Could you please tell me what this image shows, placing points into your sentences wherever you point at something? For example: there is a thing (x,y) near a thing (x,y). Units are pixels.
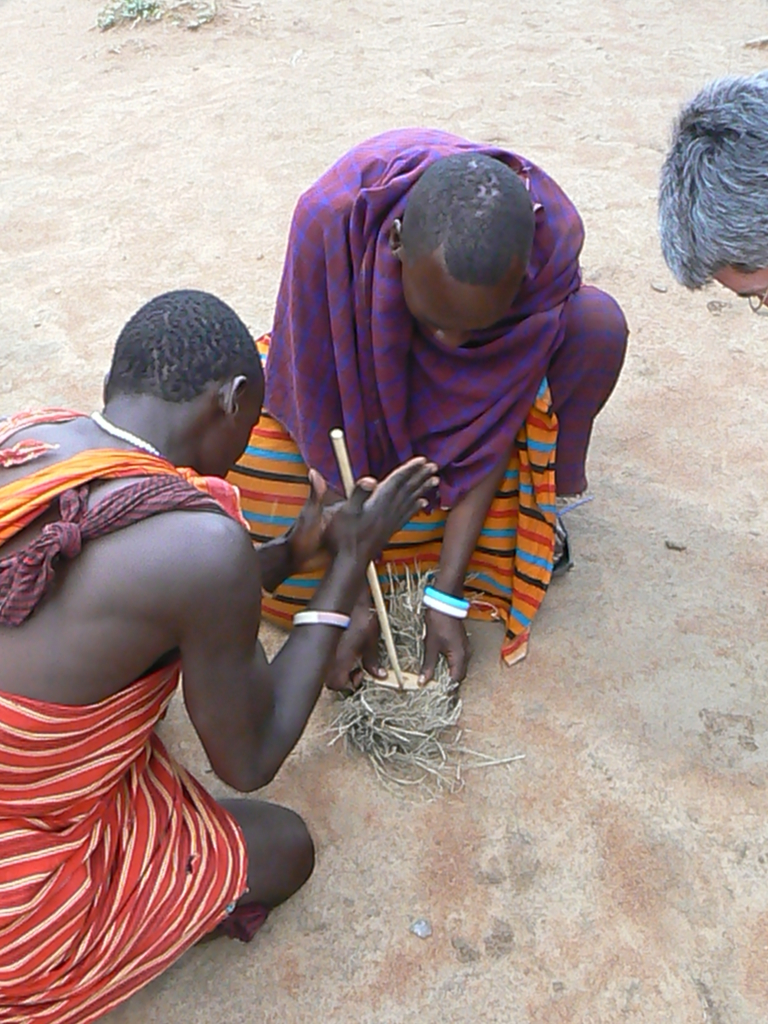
In this image there are two people (406,472) laying on their knees (266,869) on a ground (638,315), holding few objects (420,623) in their hands (445,646), beside them there is a person (721,231) bending.
